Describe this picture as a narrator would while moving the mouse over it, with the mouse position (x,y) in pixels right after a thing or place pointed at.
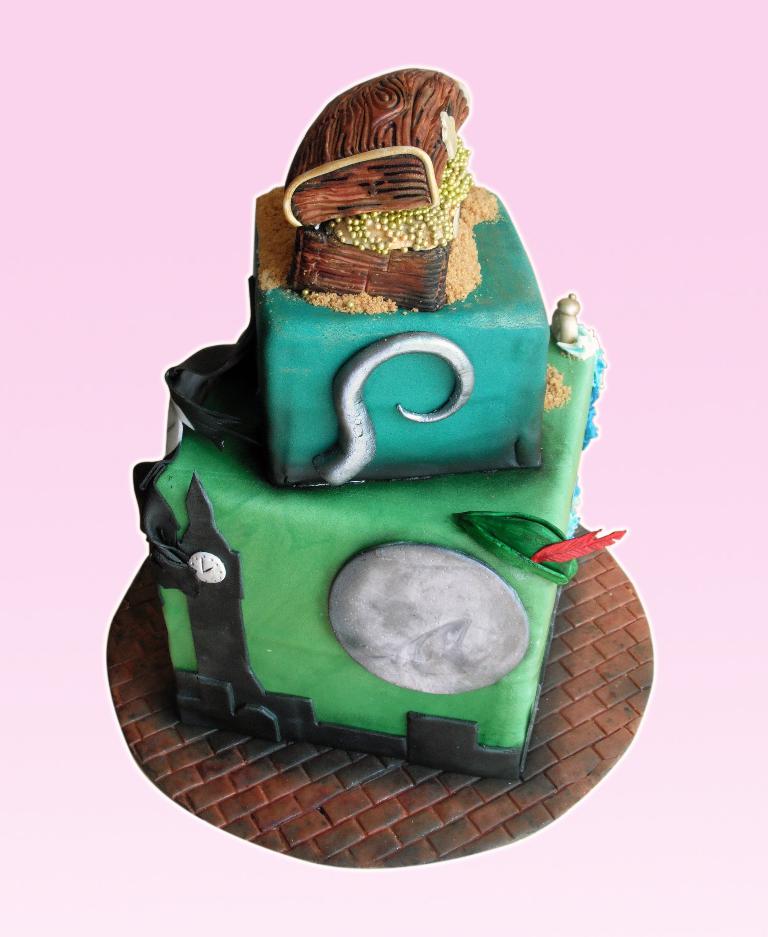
This is an edited image. In this image I can see a cake (367,383).
